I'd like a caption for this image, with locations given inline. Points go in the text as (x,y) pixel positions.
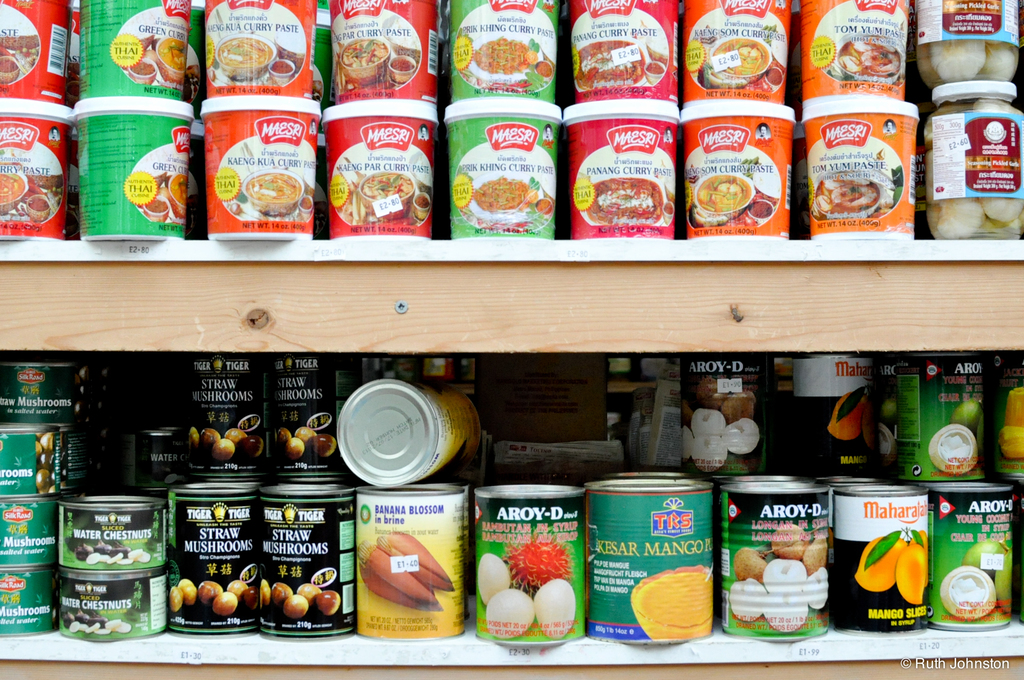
In this image there are two wooden shelf (272,643) on which we can see there are so many food can tins (757,453).
